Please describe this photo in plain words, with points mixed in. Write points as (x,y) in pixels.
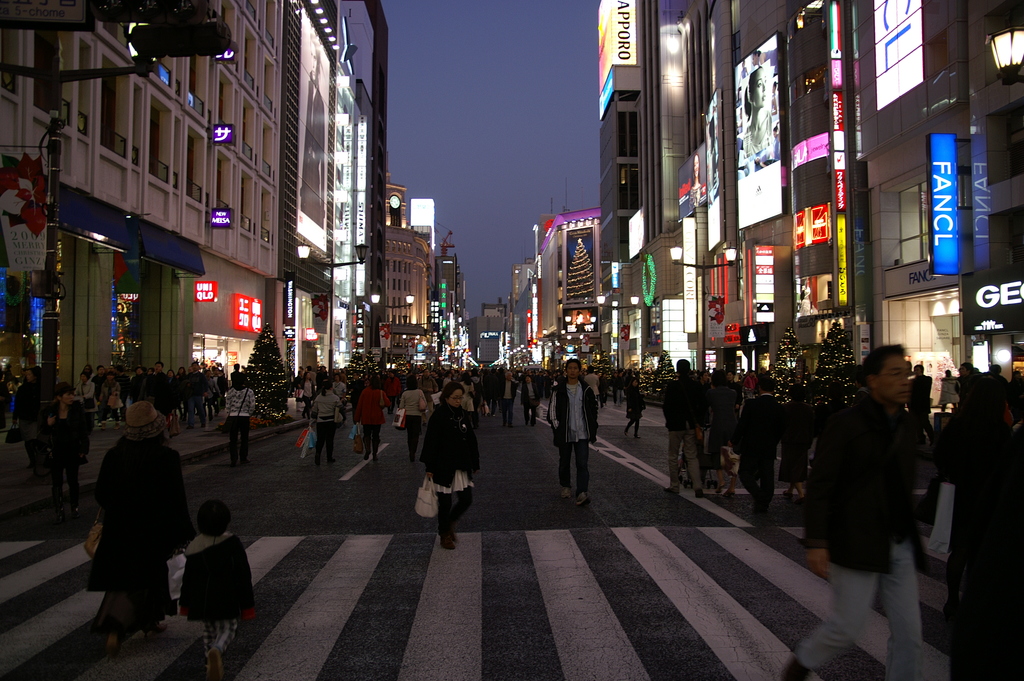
In the picture we can see a road (630,553) with zebra crossing (511,653) on and people (110,474) are walking on it and on the either sides of the road (518,637) we can see the decorated trees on the path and buildings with shops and lights (626,32) and in the background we can see some buildings (620,194) and sky (477,225).
